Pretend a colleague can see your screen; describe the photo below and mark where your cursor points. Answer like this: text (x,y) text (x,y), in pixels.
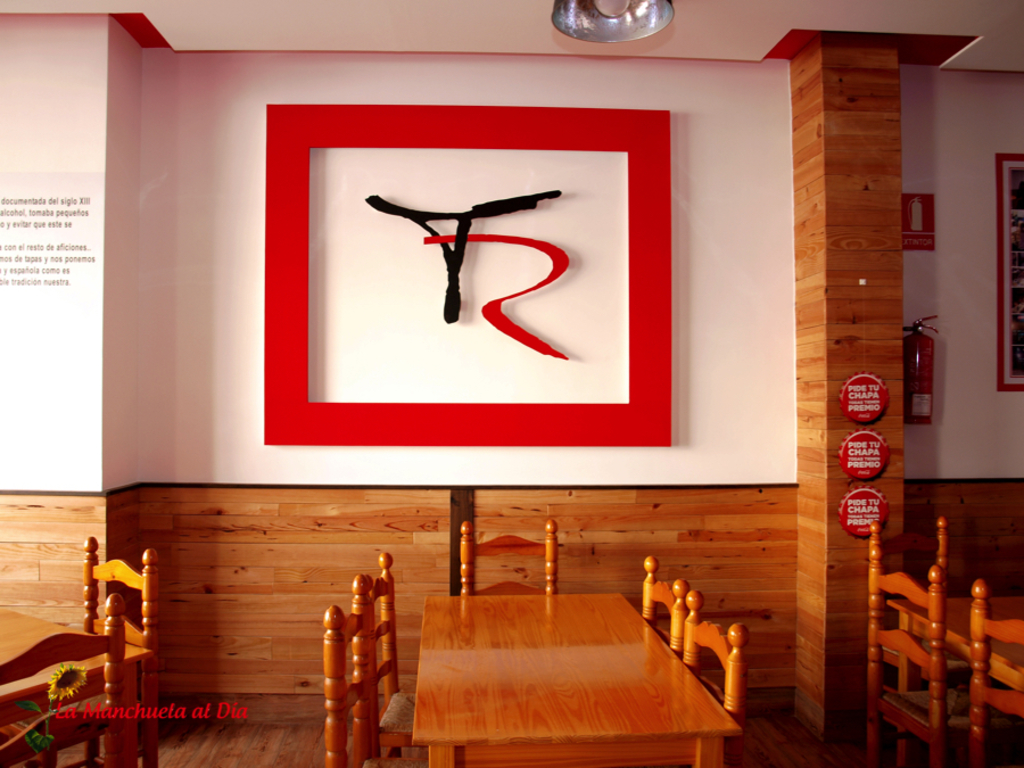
This picture is taken inside restaurant (306,578). Here, we see a table (586,674) around which five chairs (365,668) are placed. Behind that, we see a pillar (835,286) and beside that, we see a wall (701,267) is white in color and on background (607,114), we see a board (329,436) in white and red color with some text (500,328) written on it.
